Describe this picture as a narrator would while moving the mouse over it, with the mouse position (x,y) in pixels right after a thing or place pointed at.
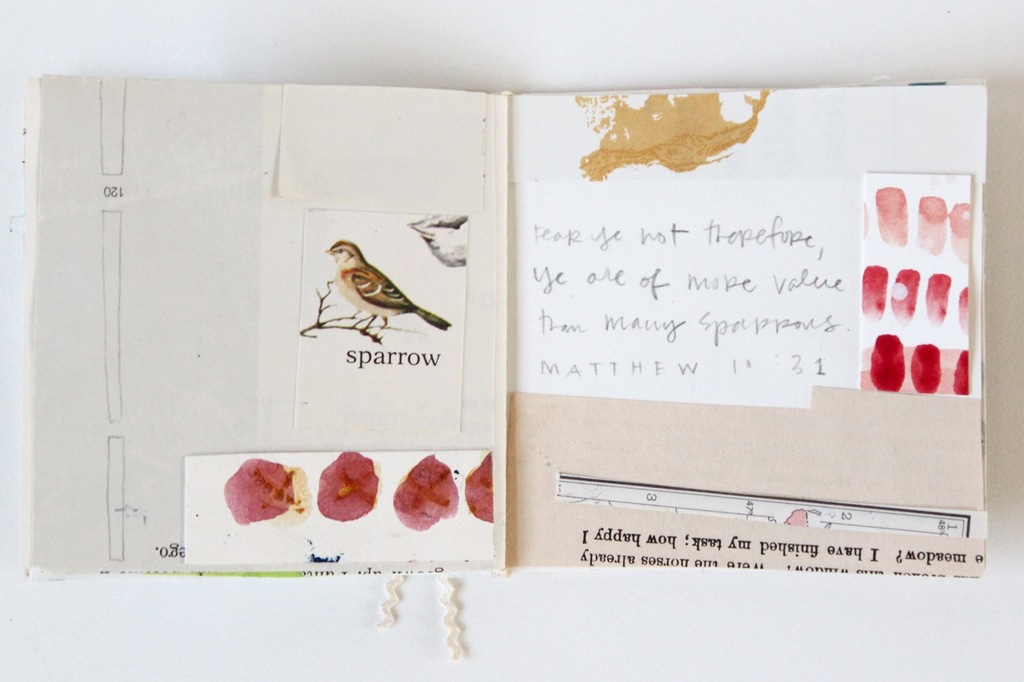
In this image I can see the white colored surface (581,35) and on it I can see a book (385,244) in which I can see few papers (368,402) attached. I can see a bird (353,249) on a tree branch (342,316) which is brown, black and ash in color and few red colored marks (244,485).
